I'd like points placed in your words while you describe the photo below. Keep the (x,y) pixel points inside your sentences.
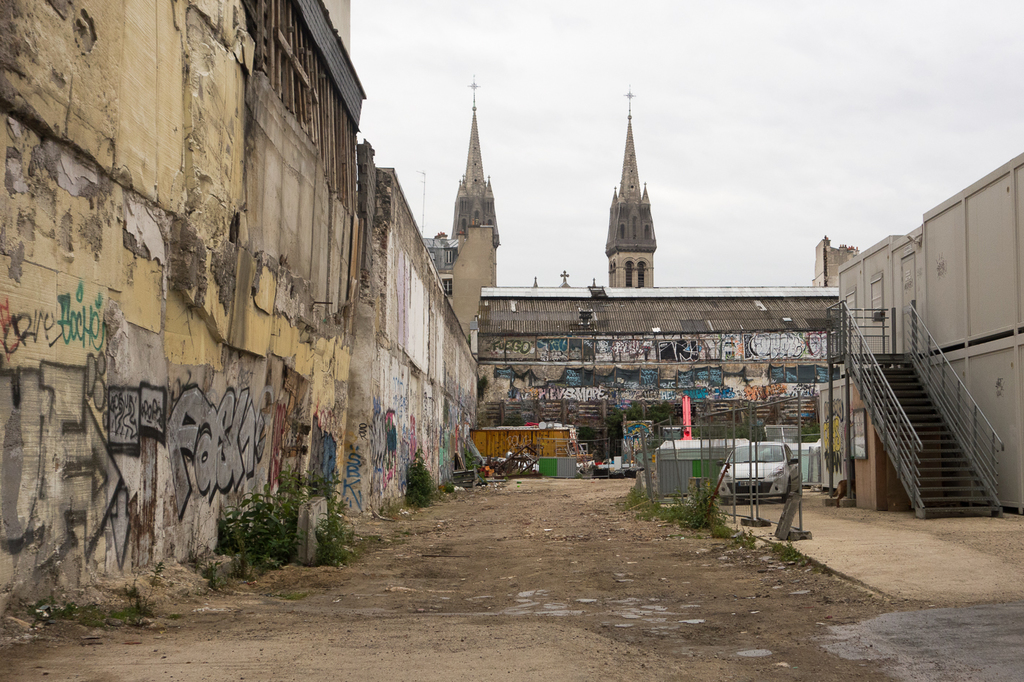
In this image, we can see walls (267,427), containers (1005,492), ladder (924,423), railings (899,437), poles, plants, vehicle (769,451), ground (775,520), building (483,288) and towers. In the background (691,234), there is the sky (617,91). Here we can see paintings (473,421) on the walls (378,425).
